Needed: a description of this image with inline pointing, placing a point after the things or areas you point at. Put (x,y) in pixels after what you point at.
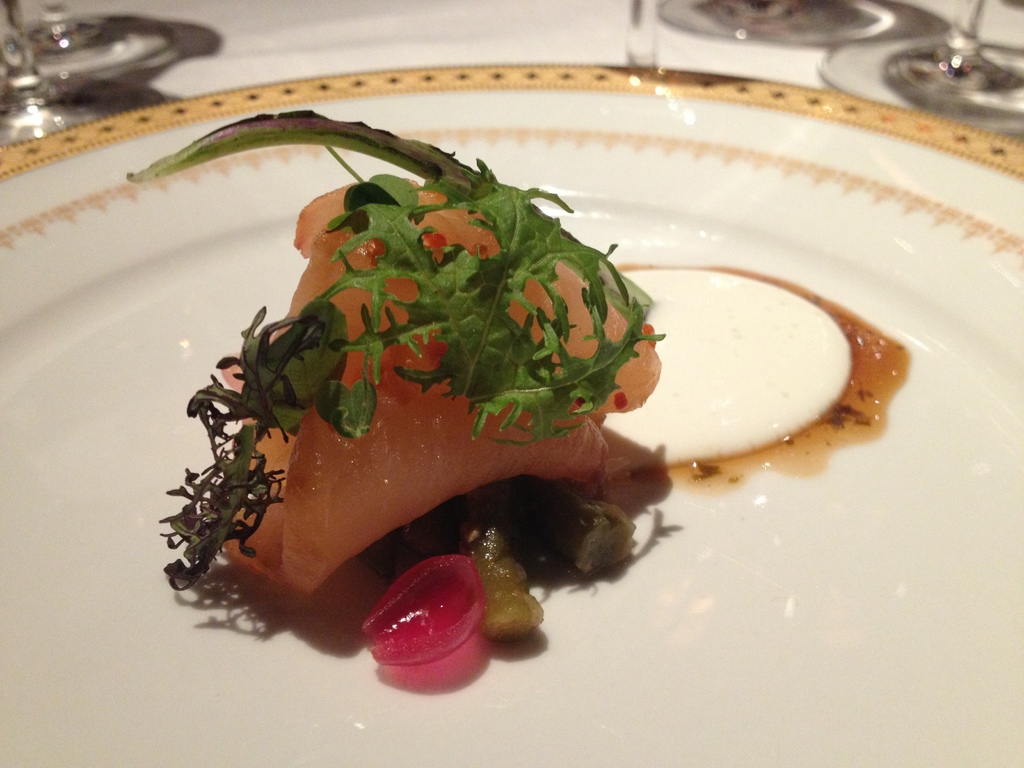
In this image, we can see a table (813,39), on that table (458,24), we can see a white colored cloth (478,32) and a plate (900,560) with some food (812,314). On the right side of the table (948,45), we can see some glasses (957,47). On the left side of the table (91,94), we can see few glasses (107,45).
